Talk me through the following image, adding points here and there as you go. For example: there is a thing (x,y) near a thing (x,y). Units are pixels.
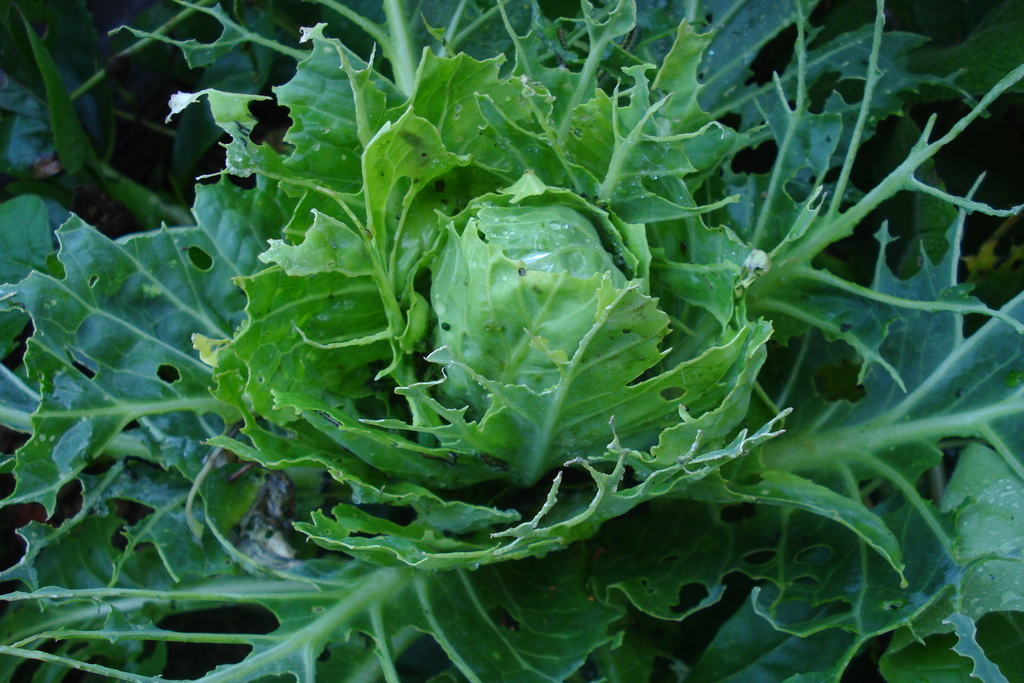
In this image we can see a plant (527,343).
